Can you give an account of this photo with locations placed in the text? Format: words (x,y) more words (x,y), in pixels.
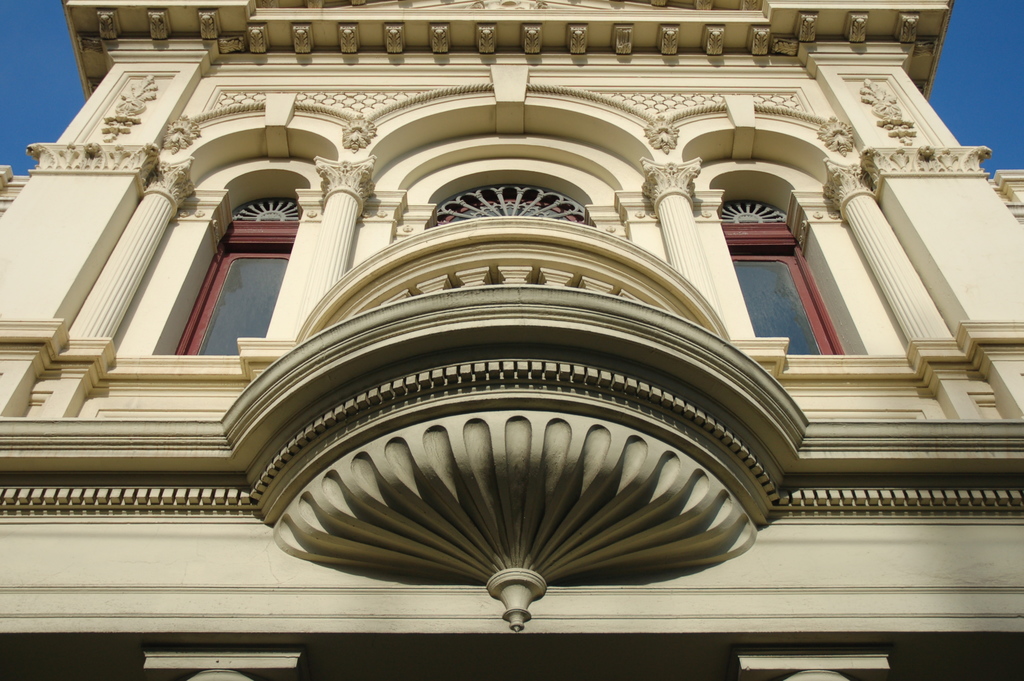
In this image, we can see a building (200,408) with pillars (903,295), glass windows (789,304), walls (949,201). Here we can see a carving (870,163) on the walls (432,73). On the right side (955,69) and left side (18,73) top corners, we can see the sky (971,78).
